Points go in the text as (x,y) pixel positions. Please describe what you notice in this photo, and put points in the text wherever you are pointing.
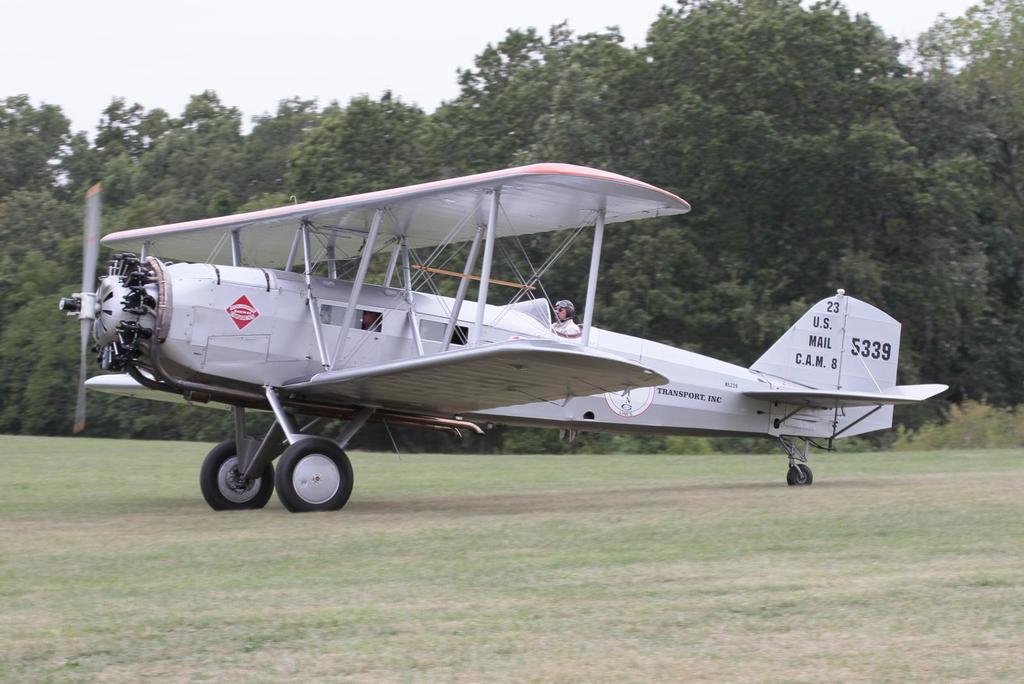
In this image I can see an aeroplane (598,363) and person (559,318) inside. It is in white color. Back I can see trees (659,95). The sky (330,79) is in white color.
